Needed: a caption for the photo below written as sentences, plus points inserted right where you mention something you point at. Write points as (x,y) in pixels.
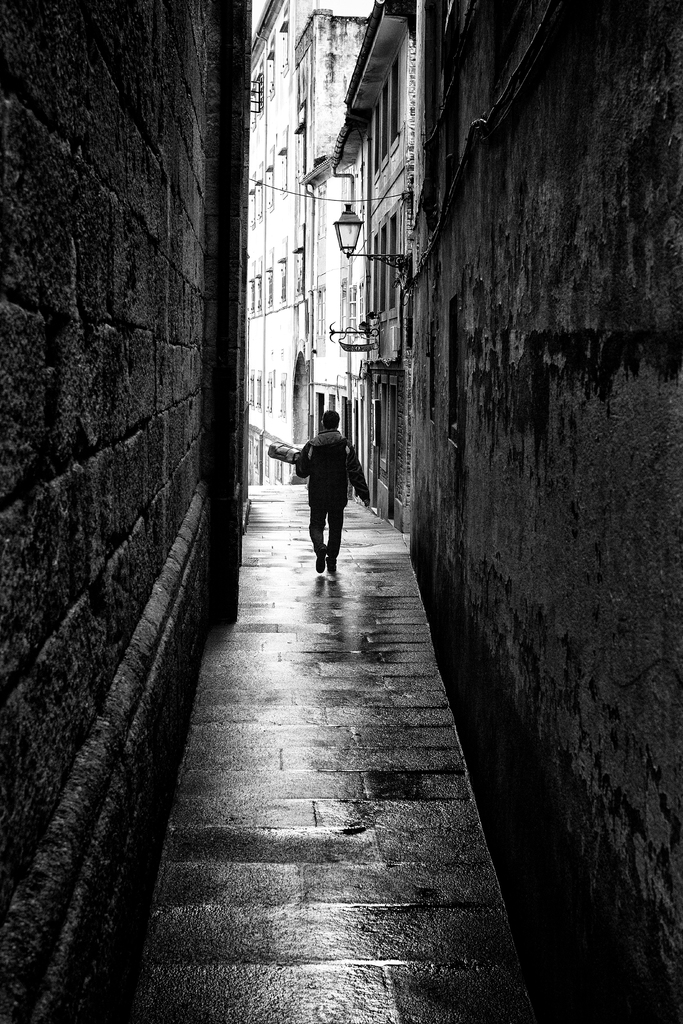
In this picture there are buildings (382,288) in the center of the image (356,417) and there is a man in the center of the image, there are walls (651,73) on the right (554,451) and left side of the image (194,268).
